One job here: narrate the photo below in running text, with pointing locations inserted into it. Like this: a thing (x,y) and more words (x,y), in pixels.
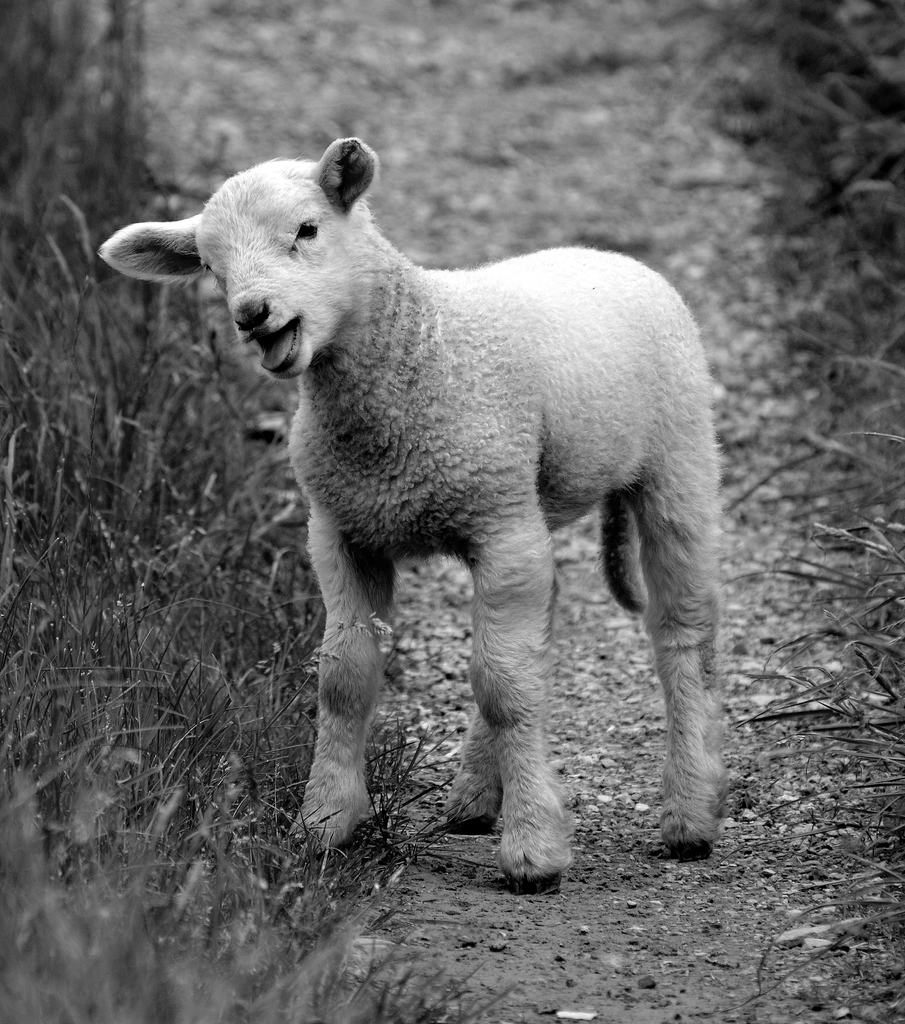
In the picture I can see a sheep (520,424) is standing on the ground (565,571). I can also see the grass (180,716). This picture is black and white in color.
